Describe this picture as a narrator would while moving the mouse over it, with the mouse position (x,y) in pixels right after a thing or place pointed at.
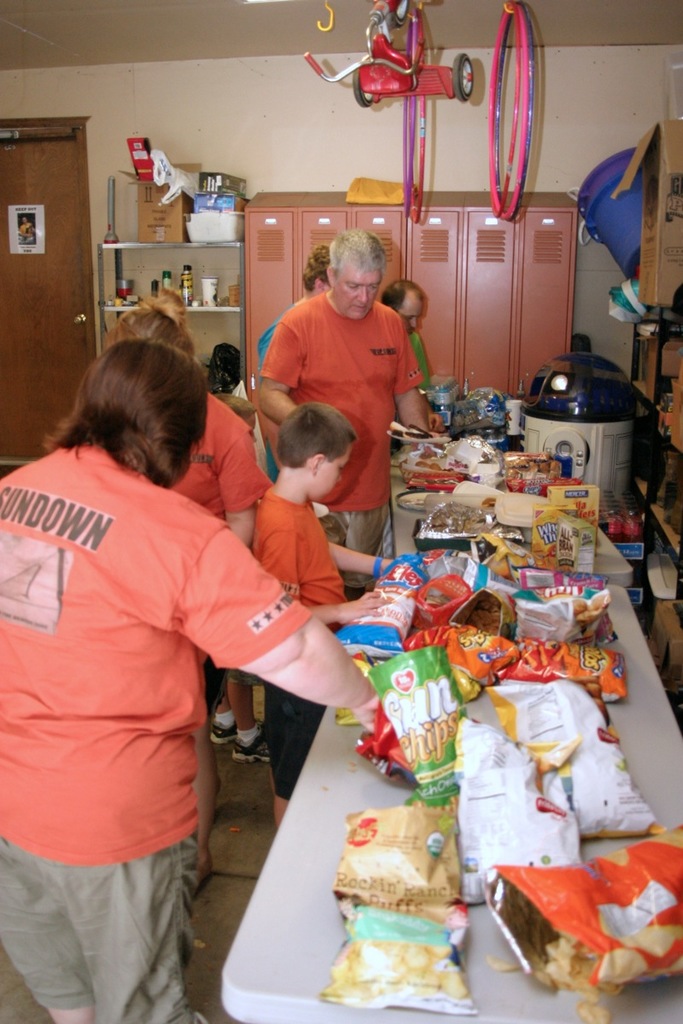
In this image there are chips packets (506,596), boxes (549,534), plates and some items (460,532) on the table (336,926), there are group of people (65,823) standing, cardboard boxes (662,233), bucket (620,199), items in the racks (646,497), door (6,376) with a poster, cupboard (448,355).
